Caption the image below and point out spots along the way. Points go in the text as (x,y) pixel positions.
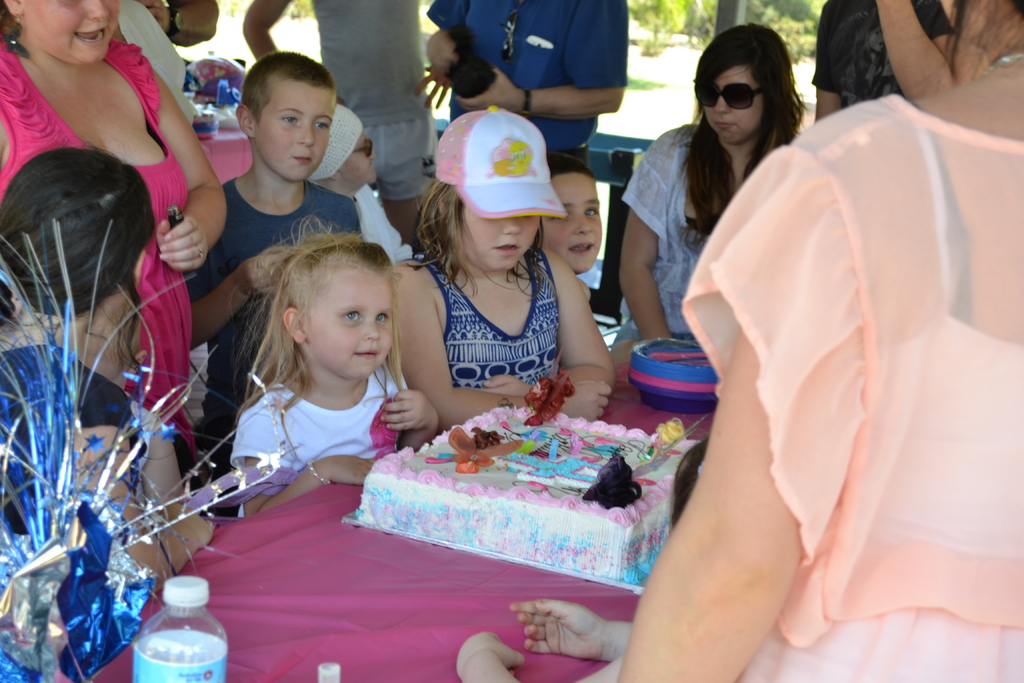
In front of the table (622,405) there is a cake (509,495) and some other objects (17,505), around the table (342,532) there are a few kids (327,275) and adults (765,267) standing and sitting in chairs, behind them there is another table (226,155) with some objects (226,107) on it, in the background of the image (719,18) there is a chair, wooden fence (596,160), metal rod (728,7) and trees (713,32).
